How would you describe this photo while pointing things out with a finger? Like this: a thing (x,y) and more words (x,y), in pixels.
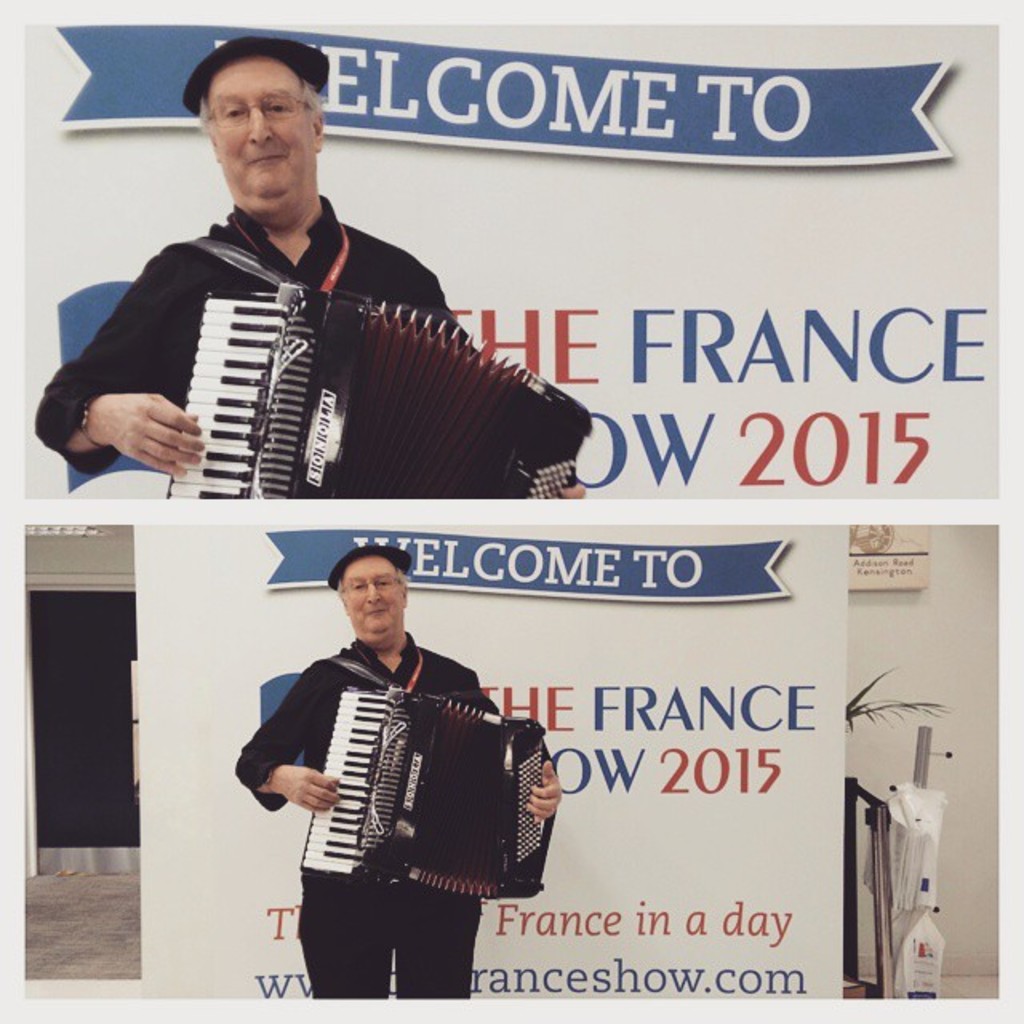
In this image I can see a man (308,732) is standing and holding an musical instrument (414,785) in hands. In the background (694,277) I can see a board (729,327) on which something written on it and other objects (865,795) on the ground (74,898).
